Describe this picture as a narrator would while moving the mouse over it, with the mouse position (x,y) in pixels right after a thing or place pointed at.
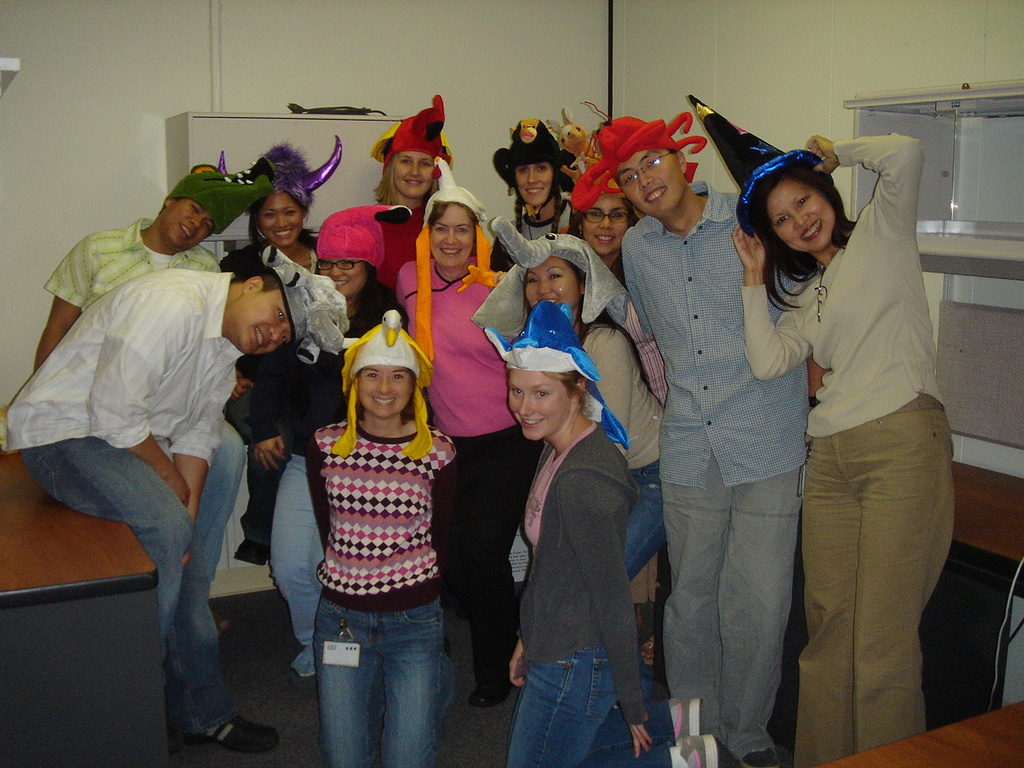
This picture is clicked inside the room (596,658). In the center (342,429) we can see the group of persons (589,284) smiling, wearing hats (542,161) and standing. On the left (160,362) we can see a person (181,321) wearing white color shirt (188,313), hat (291,311) and sitting on the table (28,510). In the background (695,77) we can see the wall (701,66), cabinets (368,122) and some other objects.
